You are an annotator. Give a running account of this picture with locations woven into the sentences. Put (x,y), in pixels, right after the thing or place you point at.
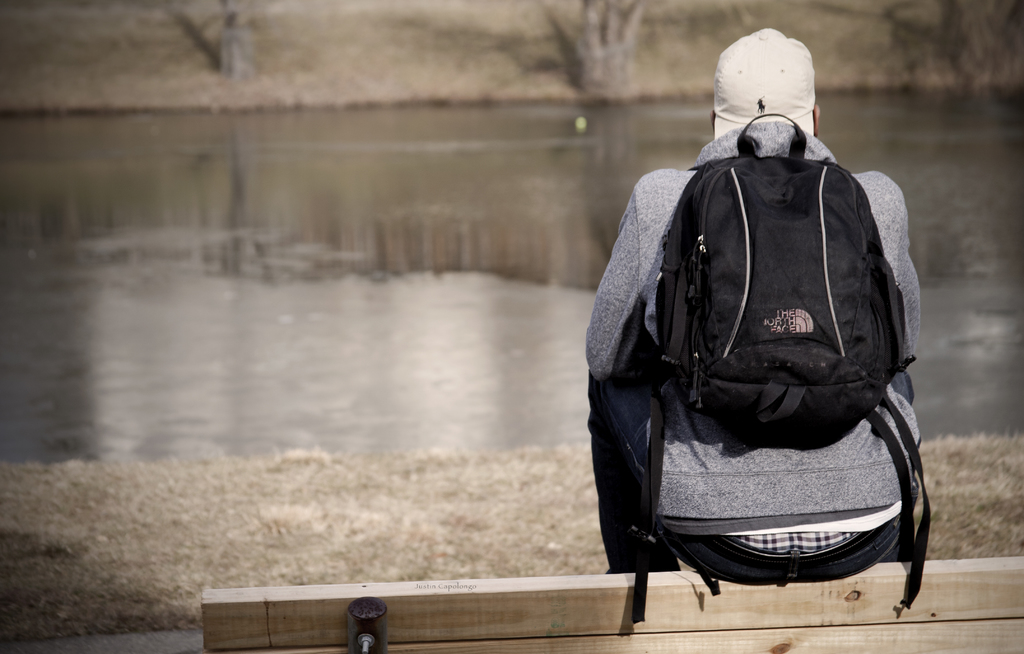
In this image i can see a person (682,530) wearing bag (793,268) and sitting on bench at the back ground (478,296) i can see water (469,287) and trees (581,46).
